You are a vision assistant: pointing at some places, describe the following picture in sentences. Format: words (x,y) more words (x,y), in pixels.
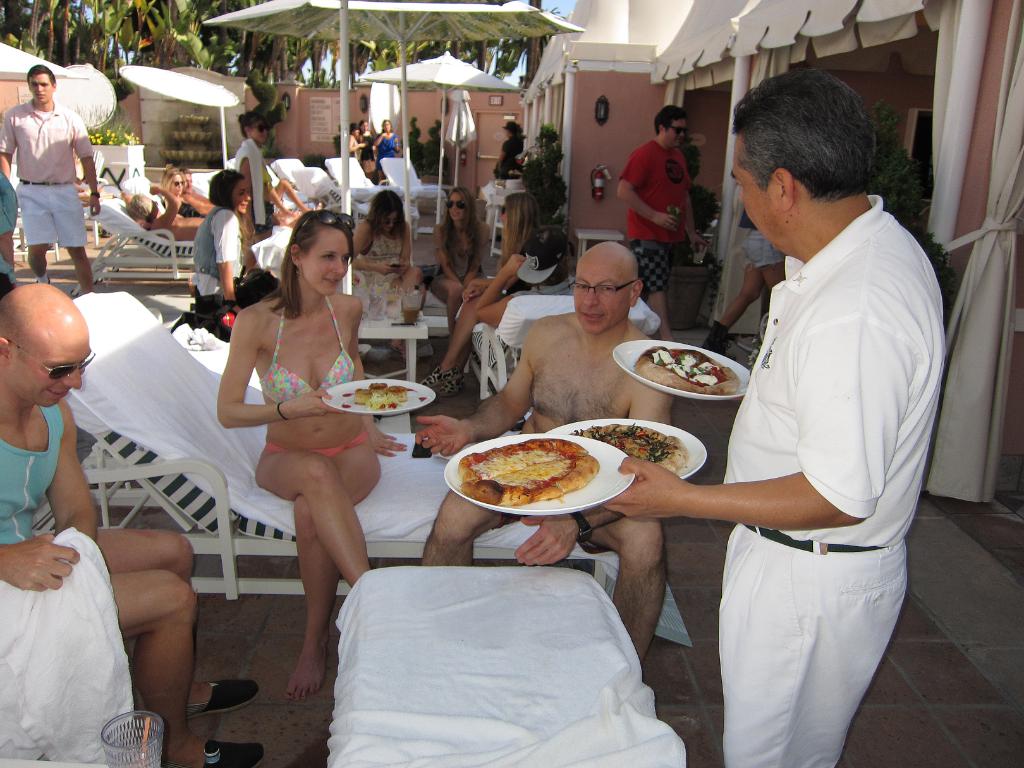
In this picture we can see group of people (651,197) where they are sitting on chair (353,178) and some are standing here the person (772,487) carrying three plates (599,475) in his hand (650,468) with some food item (591,436) on it and here we can see bottle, glass (116,732) in the background (139,72) we can see sun shade umbrellas (311,26), wall (507,105), door (499,138), pole (346,158), curtains (982,338).
